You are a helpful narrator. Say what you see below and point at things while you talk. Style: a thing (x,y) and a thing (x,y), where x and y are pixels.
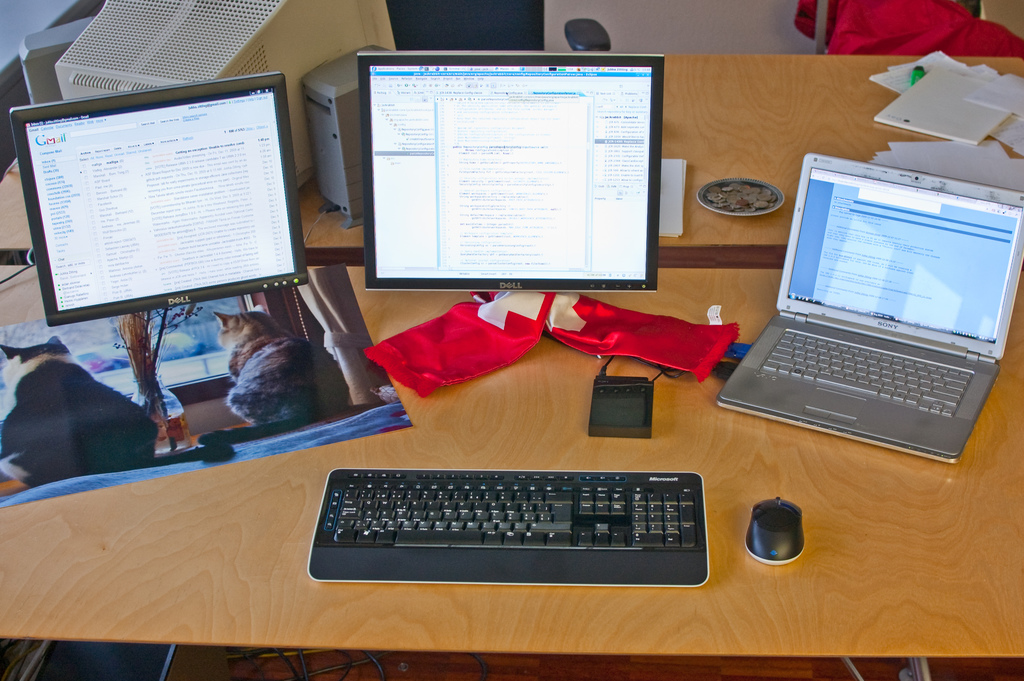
In this image there are two tables (760,140). On the table (761,153) there is a laptop (857,315), a keyboard (674,497), mouse (779,539), two monitors (465,232), a CPU (327,139), a book (944,106), papers (941,154) and a plate (775,206). There is also a poster (208,407) on the table (716,279) and in it there are two cats (116,420) sitting at a window (216,380) in between them there is a flower vase (173,404) and to the right corner of the poster (338,329) there is a curtain (340,340). In the background (431,19) there is chair (474,28) and wall (694,30).
